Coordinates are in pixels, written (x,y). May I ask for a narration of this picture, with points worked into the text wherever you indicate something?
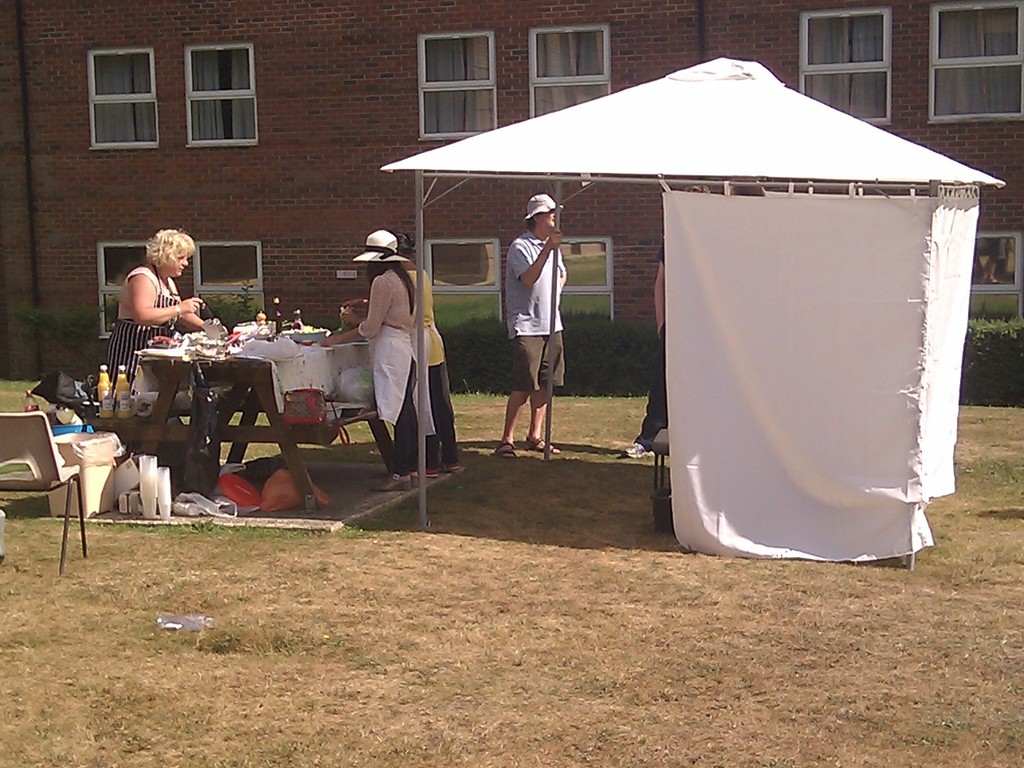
In the image in the center (414,291), we can see a few people (534,319) are standing. And we can see chairs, glasses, bottles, tissue papers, food items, containers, tablecloth (315,372), tent (819,153), curtain (727,293), dustbin (57,495) and a few other objects (249,393). In the background (332,159) there is a wall (379,100) and windows (864,109).
